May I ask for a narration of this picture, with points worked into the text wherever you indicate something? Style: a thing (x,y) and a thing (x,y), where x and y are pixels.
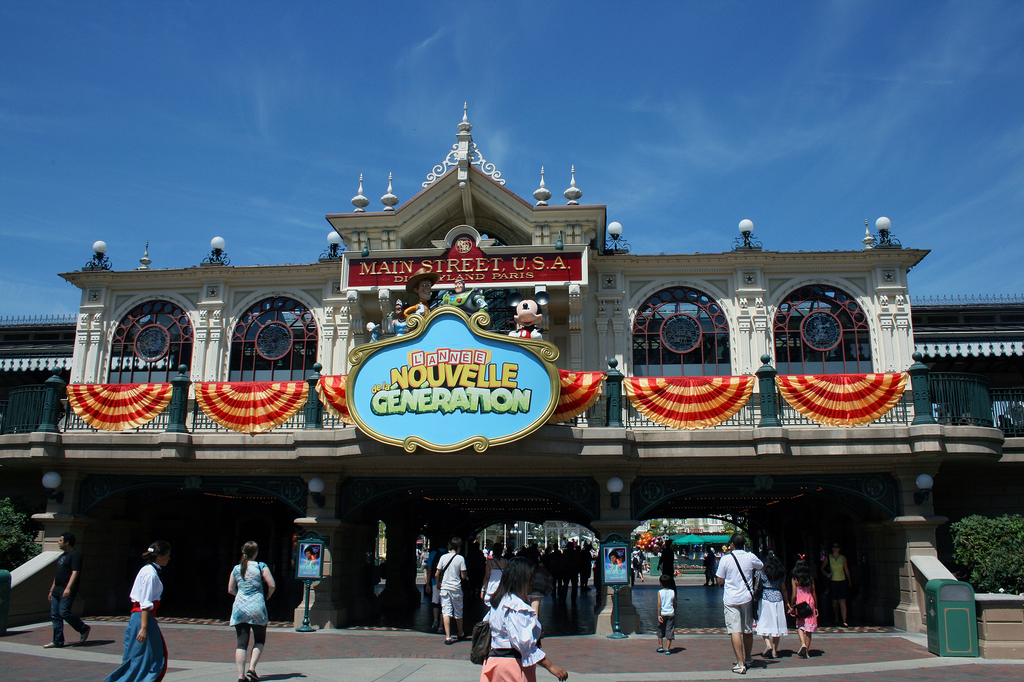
This image is clicked outside. There is sky (555,69) on the top (829,65). There is an entrance (240,513) in the middle (495,391). There are so many people (144,588) who are going into that. There are bushes (976,546) in the right side (985,562) bottom corner and left side (9,529) bottom corner. There are women (762,587) men (740,605) and children (810,596) in this image.
